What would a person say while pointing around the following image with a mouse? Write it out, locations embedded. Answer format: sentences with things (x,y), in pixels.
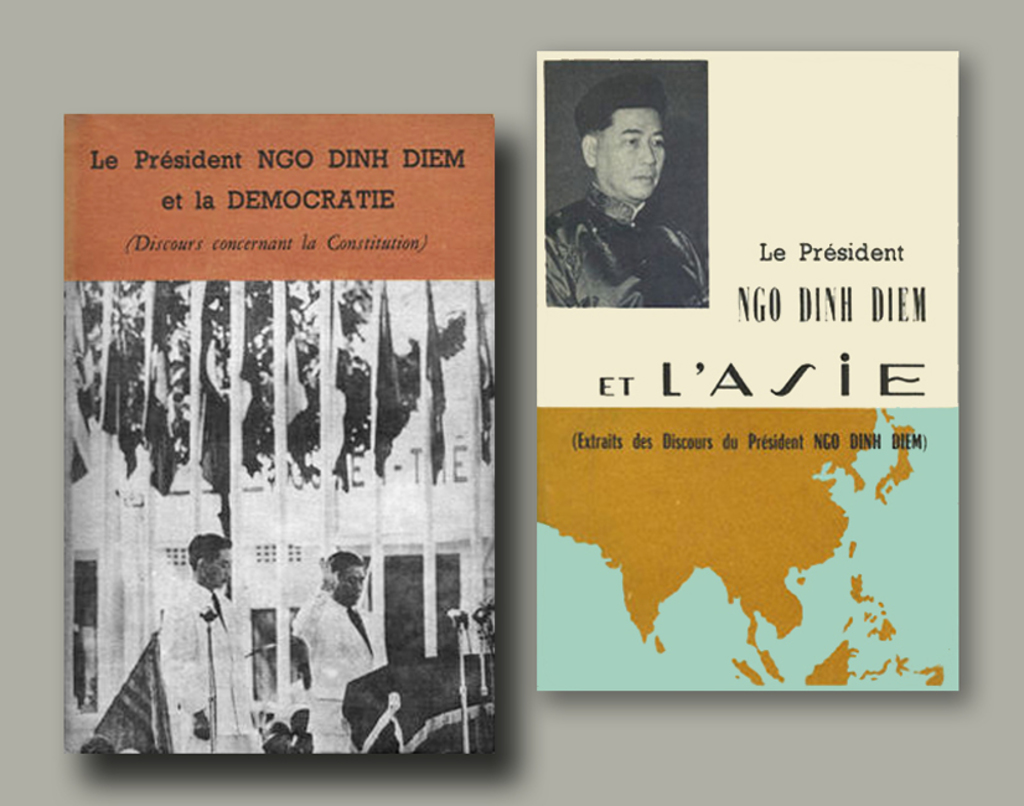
In this image we can see books (363,641) placed on the surface (620,738).
